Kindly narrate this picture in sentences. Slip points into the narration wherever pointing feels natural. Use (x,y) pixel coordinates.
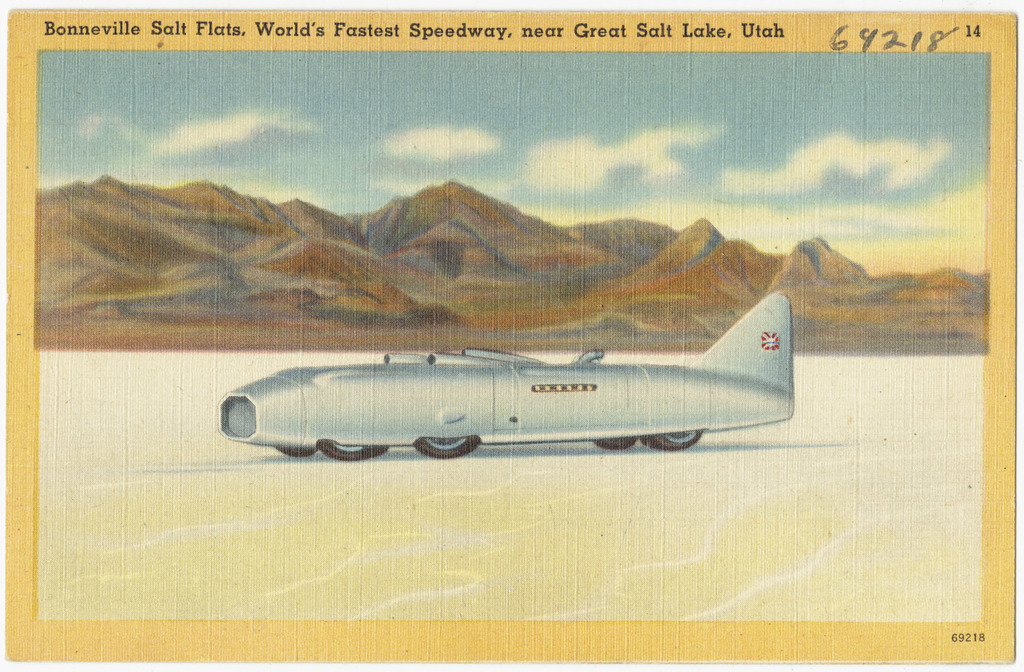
This is the picture of an art. In this picture, we see a race car (459,400) in white color. At the bottom (508,495), it is white in color. There are hills (523,263) in the background (513,290). At the top (497,109), we see the sky (538,106). This picture might be a photo frame (440,338).
